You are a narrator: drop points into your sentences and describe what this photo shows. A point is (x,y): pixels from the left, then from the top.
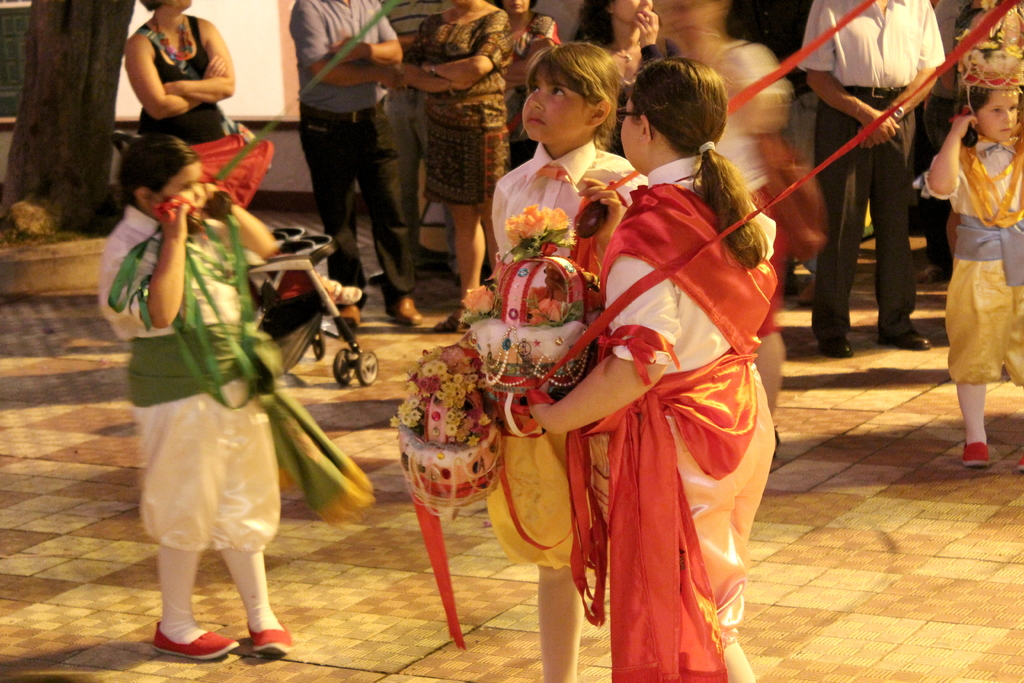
In this picture there are people (950,260), among them there are three girls (170,450) standing and wore costumes (605,178) and these two girls (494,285) holding baskets (496,372) with flowers (510,248) and we can see stroller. In the background of the image (54,129) we can see tree trunk (83,10) and wall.
